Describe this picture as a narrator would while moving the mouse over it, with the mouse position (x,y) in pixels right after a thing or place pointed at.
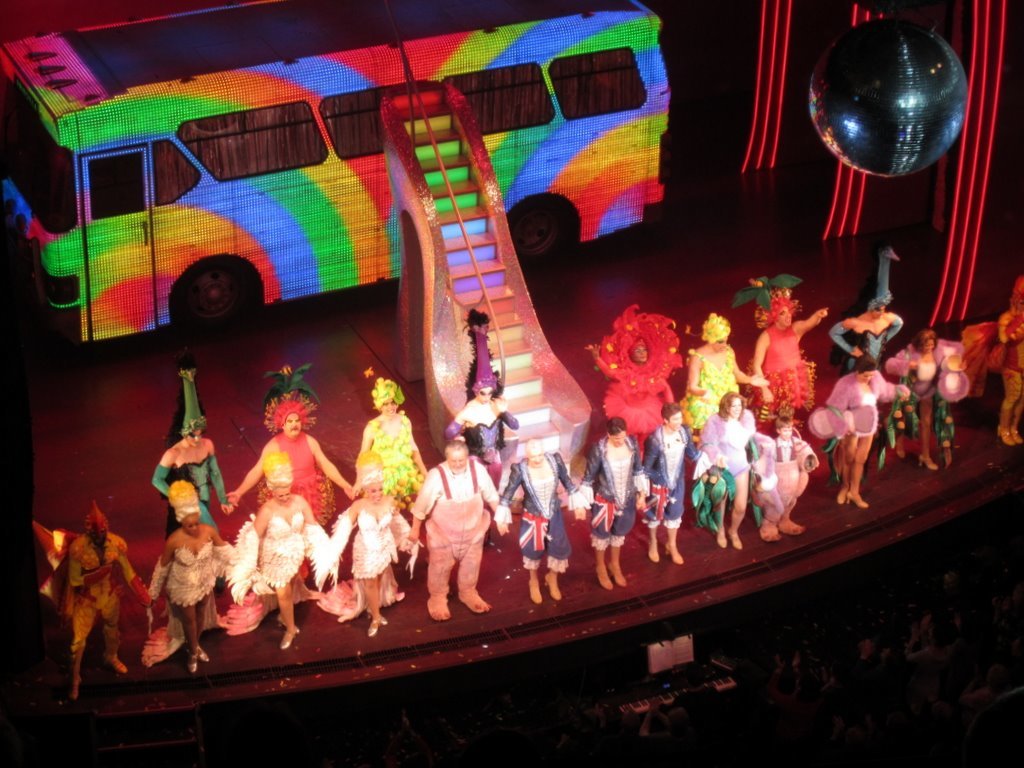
In this image we can see few persons (472,456) are standing by holding each other hands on the stage (109,448) and we can see a bus (374,226), steps (407,199) and a spherical object (923,48). At the bottom (801,656) we can see audience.
